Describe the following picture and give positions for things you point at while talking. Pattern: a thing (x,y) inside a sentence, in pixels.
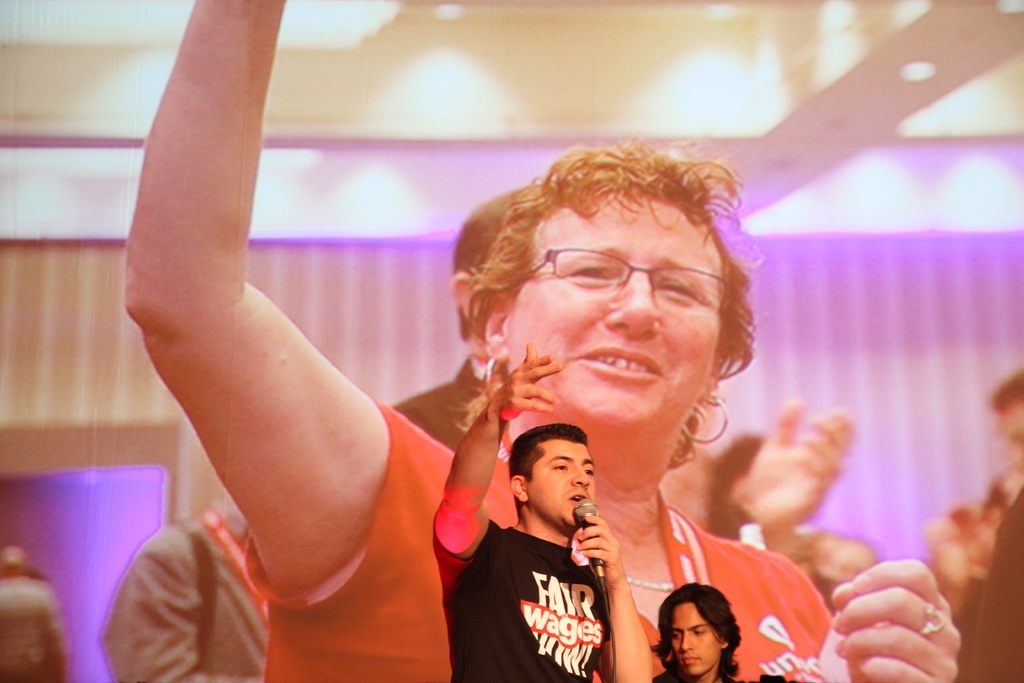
At the bottom of this image (520,636) there is a man (563,587) holding a mike (590,522) in the hand (601,546) and talking. Beside him there is another person (693,635). At the back of these people (479,625) there is a screen (498,492) on which I can see some more people (287,383).
